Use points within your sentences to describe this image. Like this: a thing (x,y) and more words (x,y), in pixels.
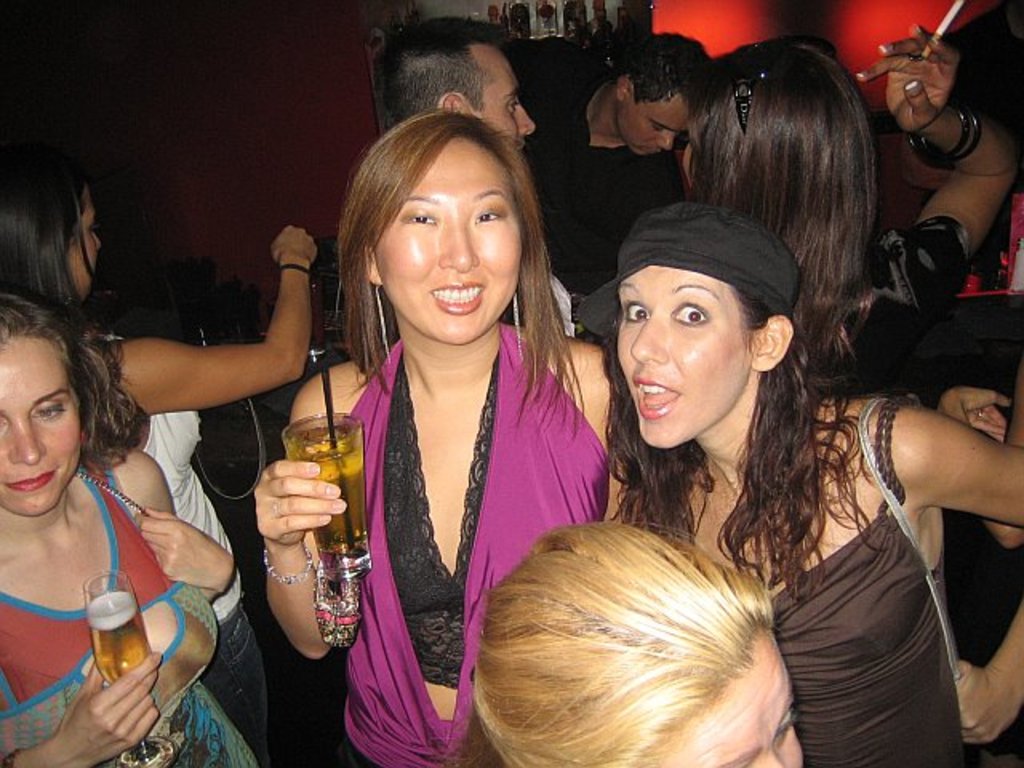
In this picture there are six ladies (656,477) are standing. A lady (497,522) with pink dress (515,462) is standing and holding a glass (337,521) in her hand (275,521). To the left side (66,542) there is a lady (128,528) standing and holding a glass (118,611) in her hand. And the right side (855,705) a lady (896,706) with black dress (879,710) is standing and wearing a cap (673,242) on her head (695,333). Behind him there are three people (684,121) standing. And in the background (577,33) we can see a cupboard (561,25) with bottles (576,24) on it.
